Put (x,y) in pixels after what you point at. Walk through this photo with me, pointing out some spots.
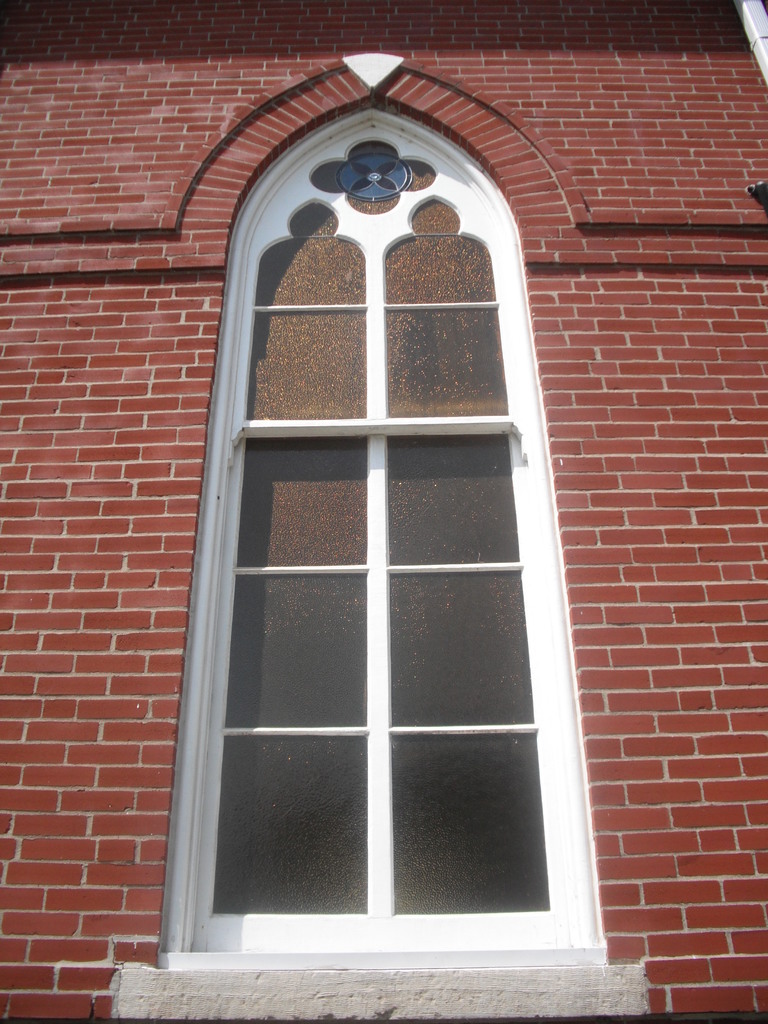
This image consists of a wall (71,337) along with the window (347,605). The wall (41,718) is made up of bricks (675,402).
